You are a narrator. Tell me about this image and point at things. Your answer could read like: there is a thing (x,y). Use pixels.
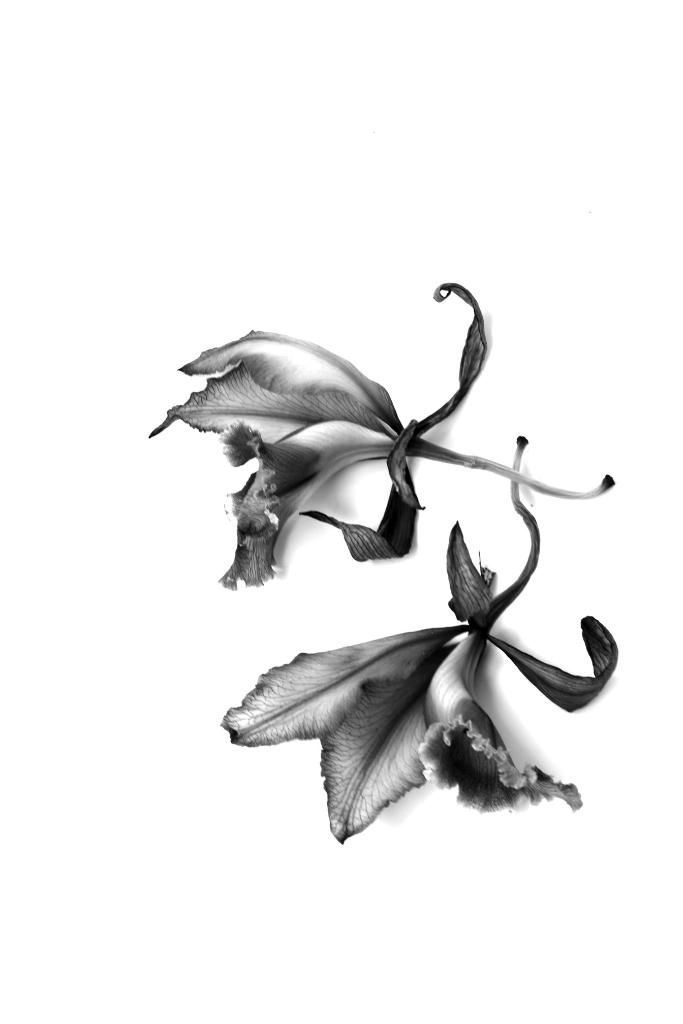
This is a black and white image. We can see there are two flowers (235,445) with leaves (426,424) and a stem (481,468).
